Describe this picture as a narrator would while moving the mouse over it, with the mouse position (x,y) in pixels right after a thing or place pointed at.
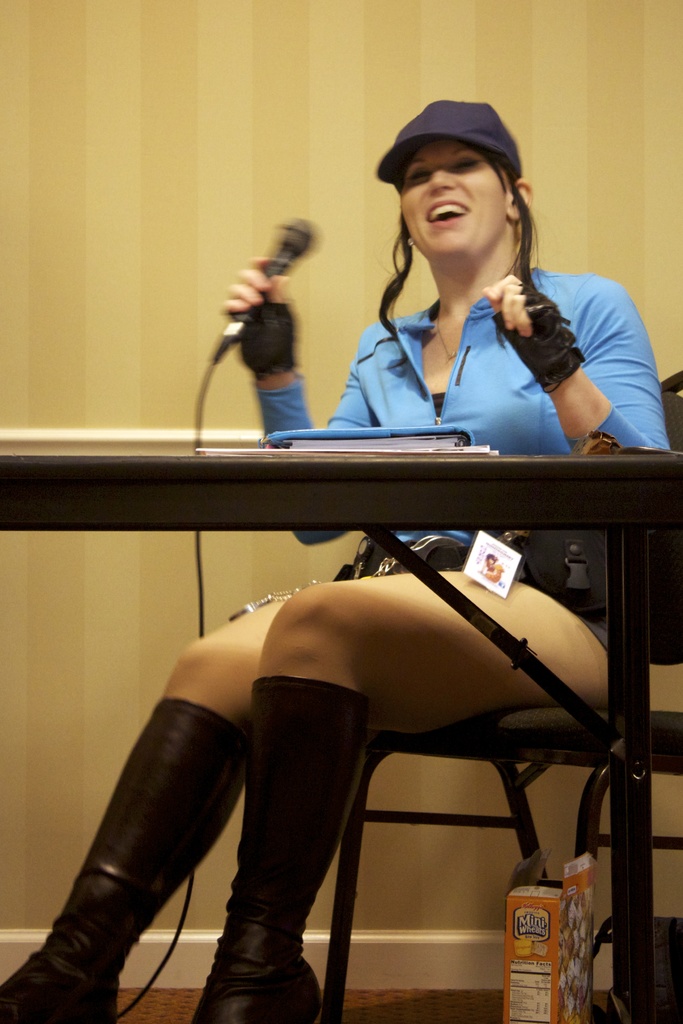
In this image i can see a woman (520,615) sitting on chair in front of a table (457,508), holding a microphone (304,247). In the background (312,278) i can see a wall (249,199) and a box (518,911).
